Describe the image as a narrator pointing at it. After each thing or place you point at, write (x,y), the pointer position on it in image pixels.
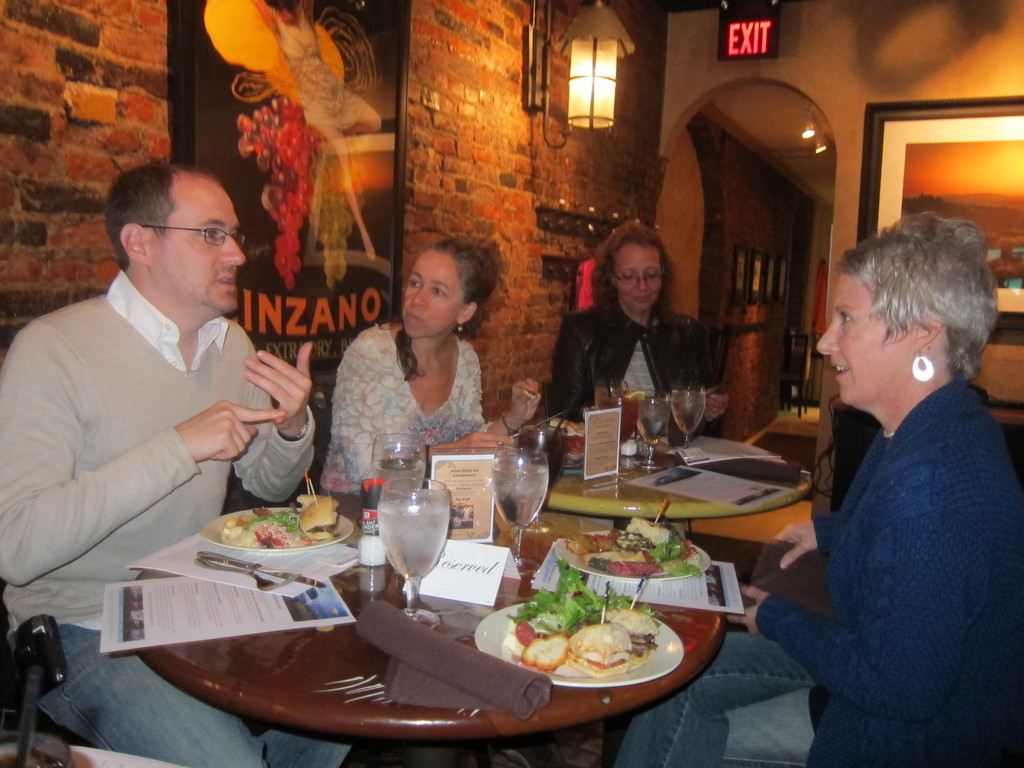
As we can see in the image there is a brick wall (436,105), banner (333,83), light (577,40), few people (168,382) sitting on chairs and there is a table (581,506). On table (609,519) there are plates (661,640), glasses (504,451) and papers (212,620).
